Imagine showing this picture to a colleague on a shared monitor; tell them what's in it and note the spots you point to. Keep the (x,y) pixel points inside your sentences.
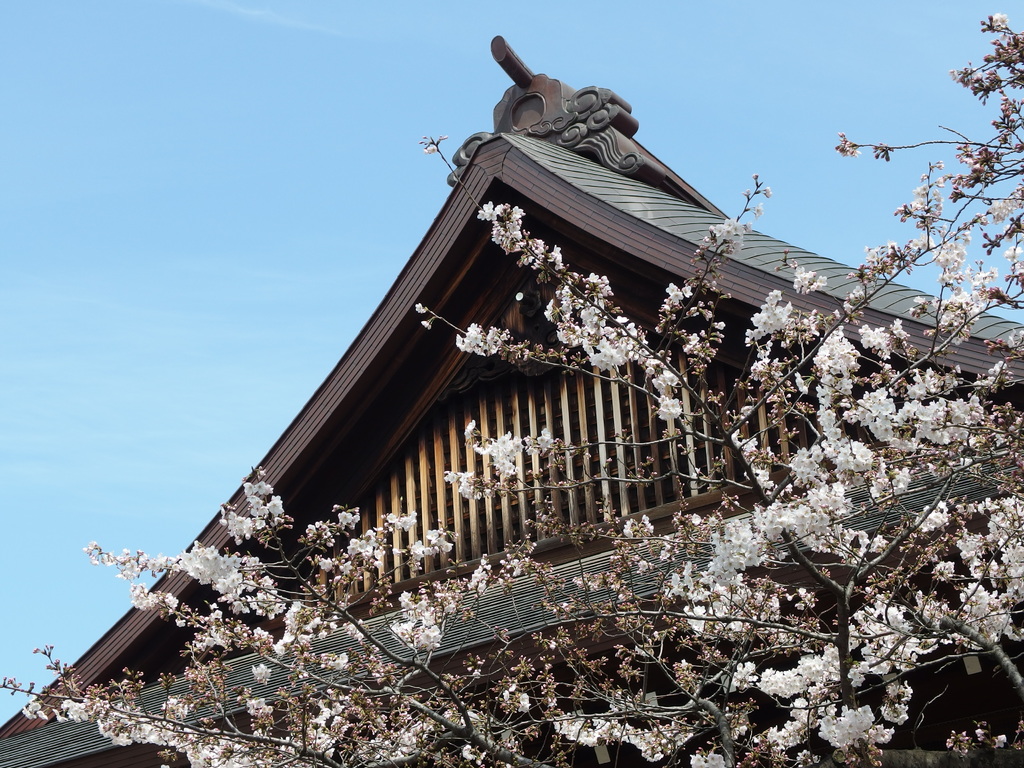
In front of the picture, we see a tree (222,581) which has flowers (218,579). These flowers (211,573) are in white color. Behind that, we see a building (464,455) with the grey color roof (691,221). In the background (274,232), we see the sky (235,122), which is blue in color.
